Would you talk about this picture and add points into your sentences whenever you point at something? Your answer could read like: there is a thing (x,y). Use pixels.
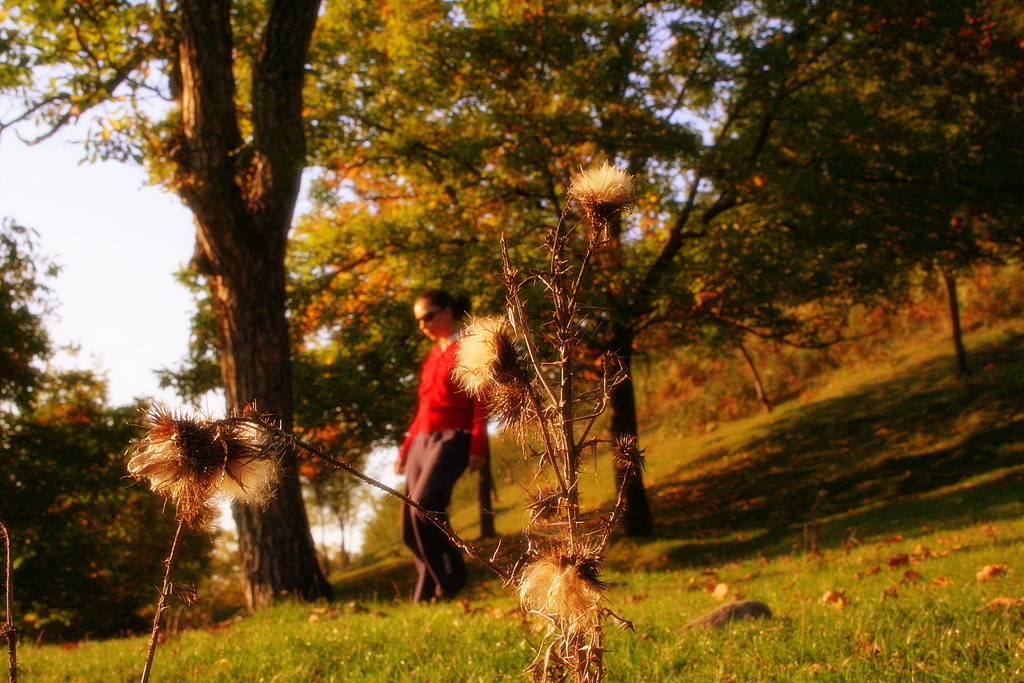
In this image we can see a person (445,359), trees (396,346) and other objects (236,420). In the background of the image (55,170) there is the sky (100,258). At the bottom of the image (609,635) there are grass (758,643), rocks (721,623) and an object (602,404).
